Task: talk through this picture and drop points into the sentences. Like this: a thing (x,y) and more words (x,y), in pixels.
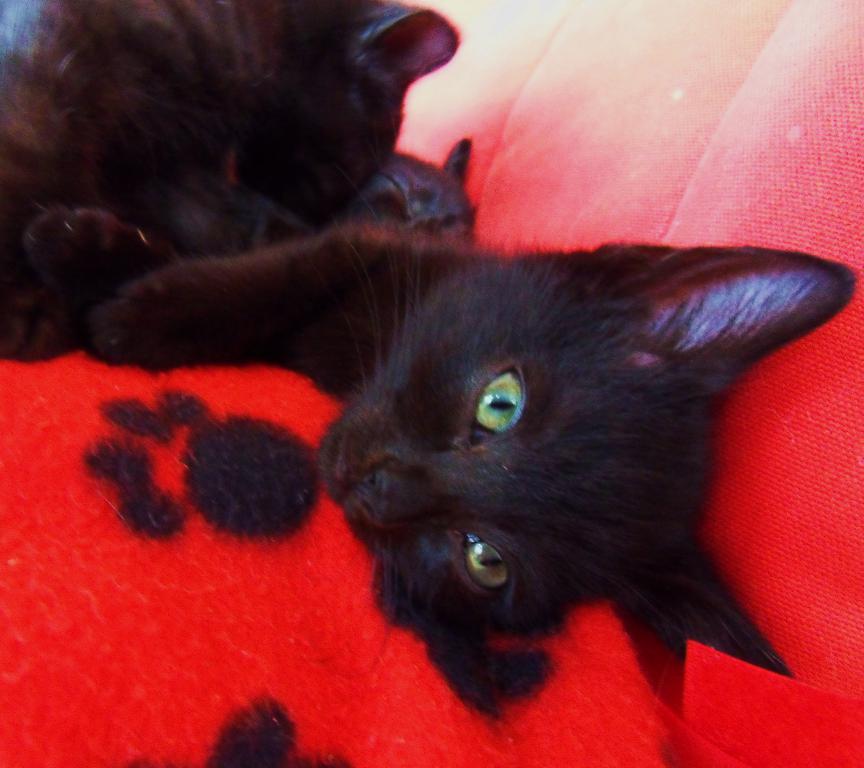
In this image I can see few cats (259,259) in black color. In front (213,741) I can see red and black color cloth (292,563).
